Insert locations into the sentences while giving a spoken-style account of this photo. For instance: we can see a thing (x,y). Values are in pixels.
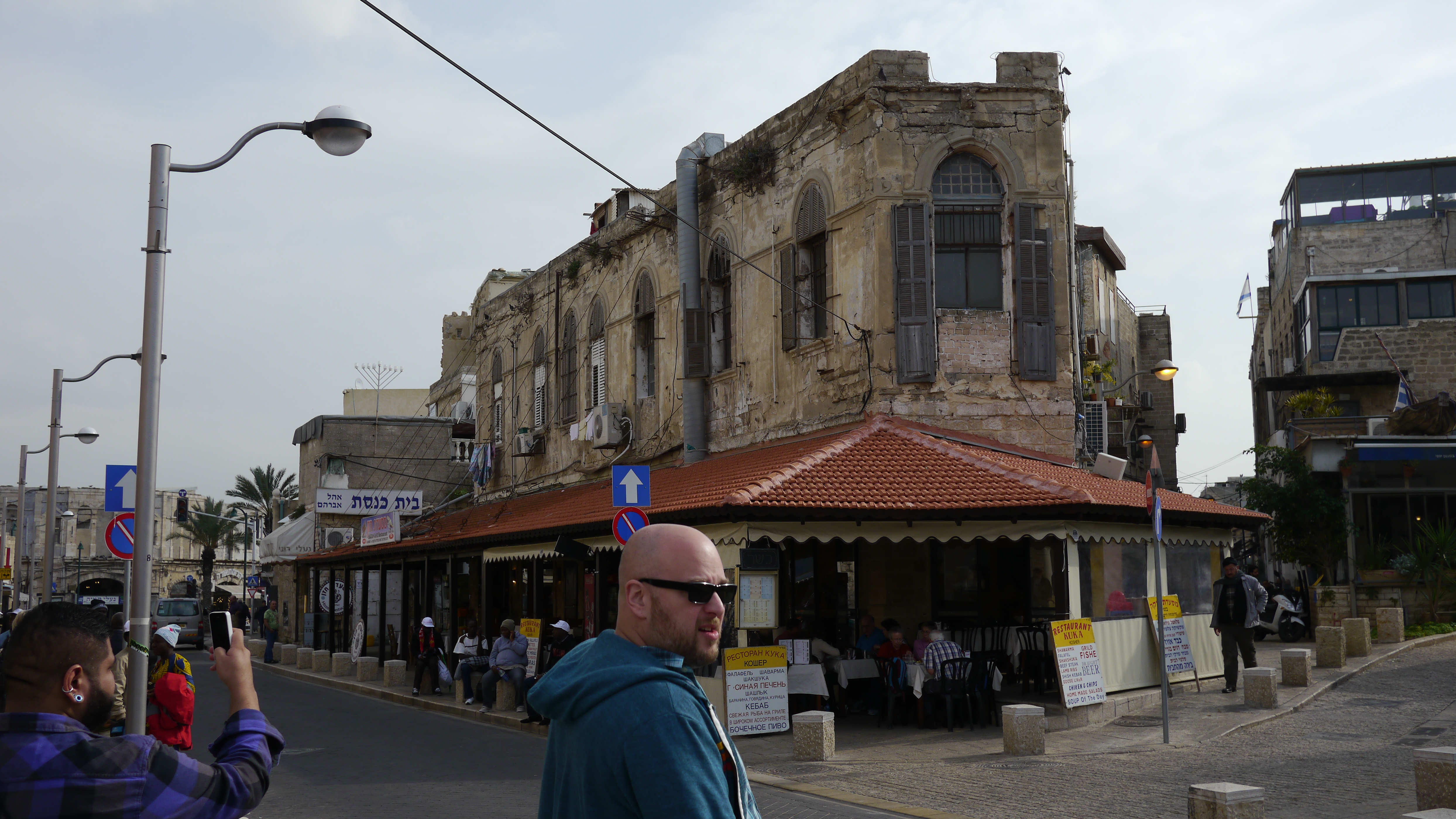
In this image, we can see the road (362,716), there are some people (438,681) standing, we can see some building (1027,371) and there are some shops (1051,518) and we can see the menu boards (1091,697), there are some street lights (247,512) and we can see some trees (208,535), at the top (660,61) there is a sky (473,213).
